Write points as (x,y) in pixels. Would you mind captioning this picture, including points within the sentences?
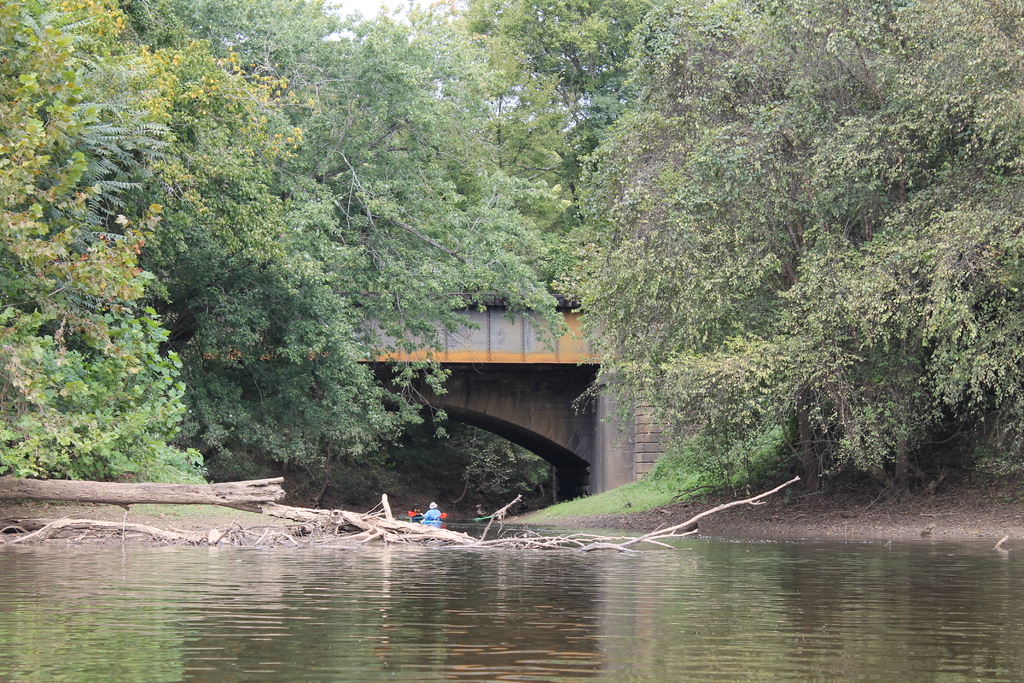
In this picture we can see water (343,583), branches (359,538), some people (419,512) on an object (429,520) and the object (442,523) is on the water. At the top (341,109) there is a bridge (480,341) and trees (295,118). Behind the trees (444,165) there is a sky (375,4).
